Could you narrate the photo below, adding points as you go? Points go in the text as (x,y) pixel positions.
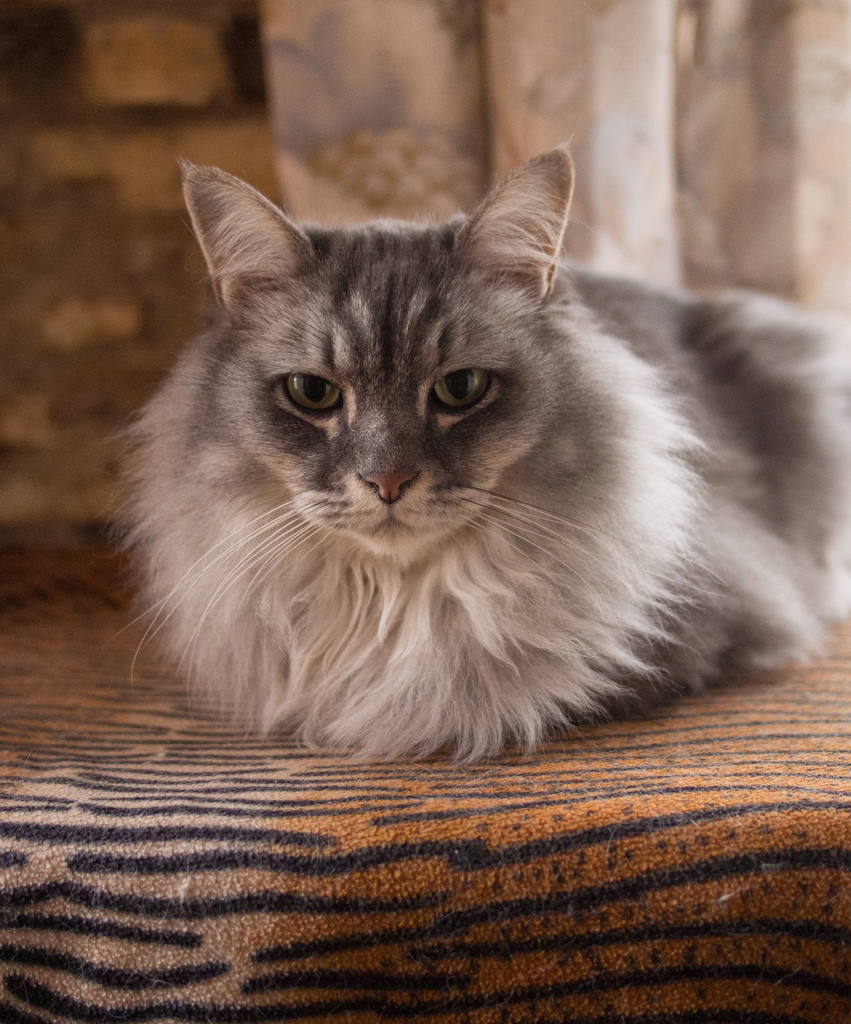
A cat (469,434) is sitting. There are curtains (586,119) at the back (622,135).
